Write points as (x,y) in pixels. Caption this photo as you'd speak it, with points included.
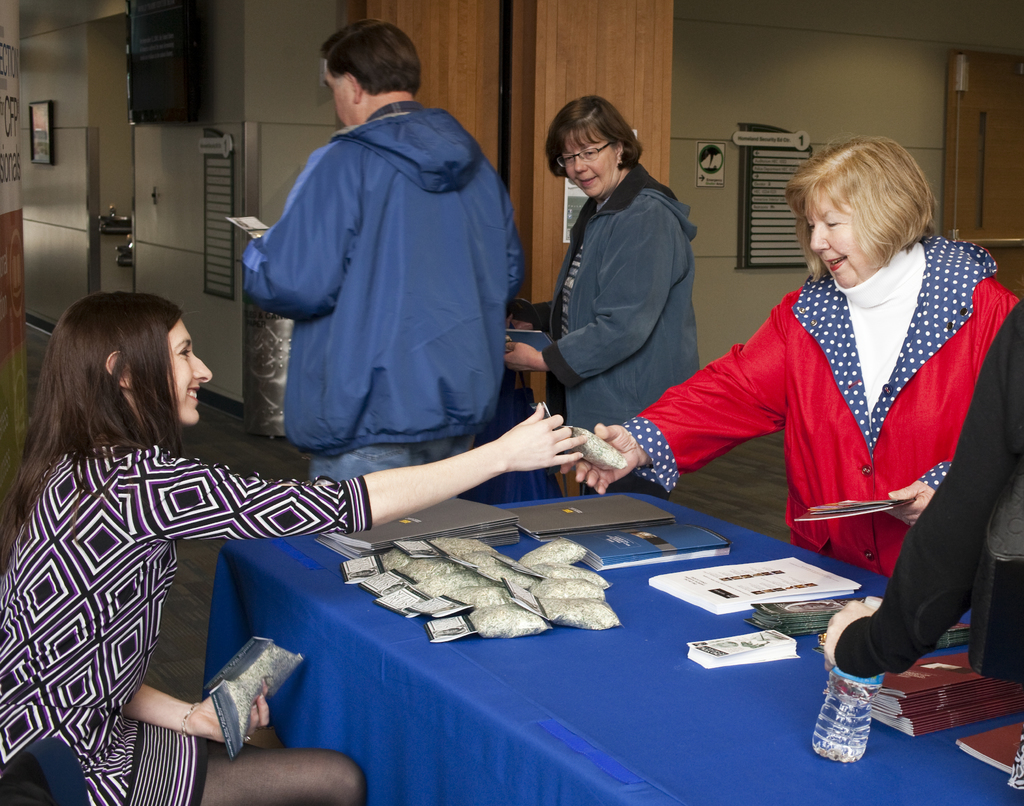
In this image there is a table (557,628), on which there is a blue color cloth (510,640), on which there are books (956,679), packets (456,625), bottle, in front of table (462,638) there are two woman (159,356) holding one packet (578,447), on the left side (56,529) woman (112,535) holding a packet (259,669), on the right side (843,529) woman (845,539) holding a book (871,506), on the right side (917,575) there is a person (867,653) holding a bottle (865,690), behind the table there are two persons (594,170), wall (717,206), door (1009,108), board (748,169) attached to the wall (684,135), and there are some other objects (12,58) visible on the wall (224,113).
